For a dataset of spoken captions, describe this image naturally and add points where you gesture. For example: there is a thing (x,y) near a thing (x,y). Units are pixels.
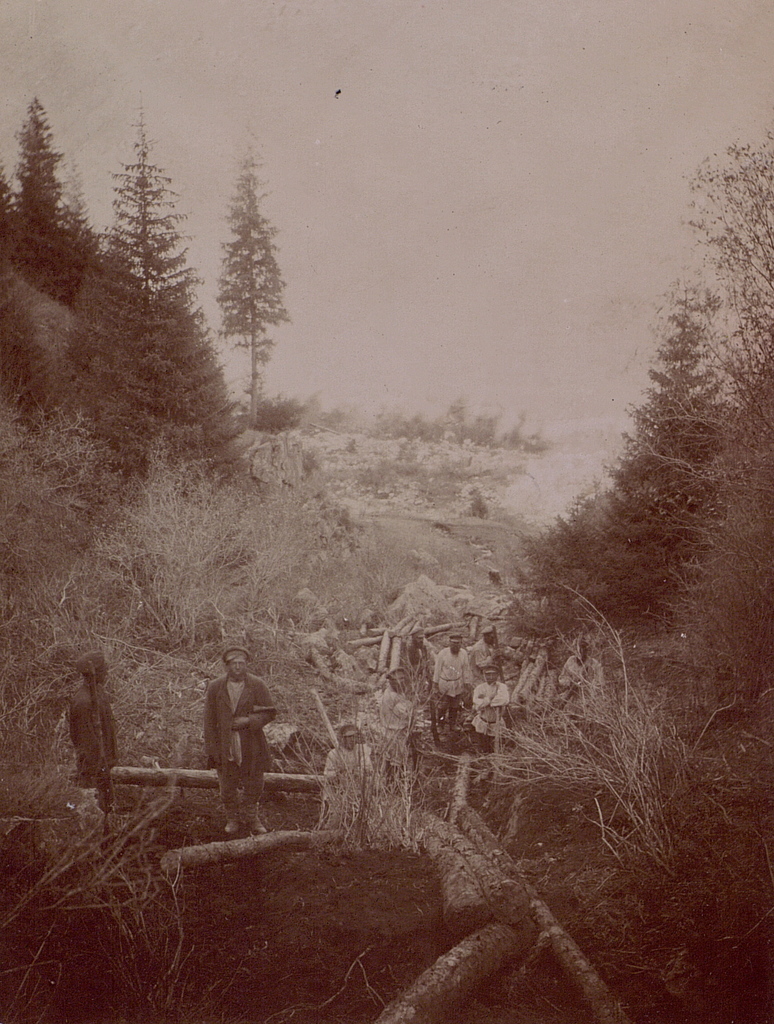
In this image there are people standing on the wooden logs (445,831). Behind them there are a few other people (458,694). At the bottom of the image (760,939) there is grass (604,871) on the surface (597,851). In the background of the image (33,265) there are trees (418,424) and sky (477,217).
